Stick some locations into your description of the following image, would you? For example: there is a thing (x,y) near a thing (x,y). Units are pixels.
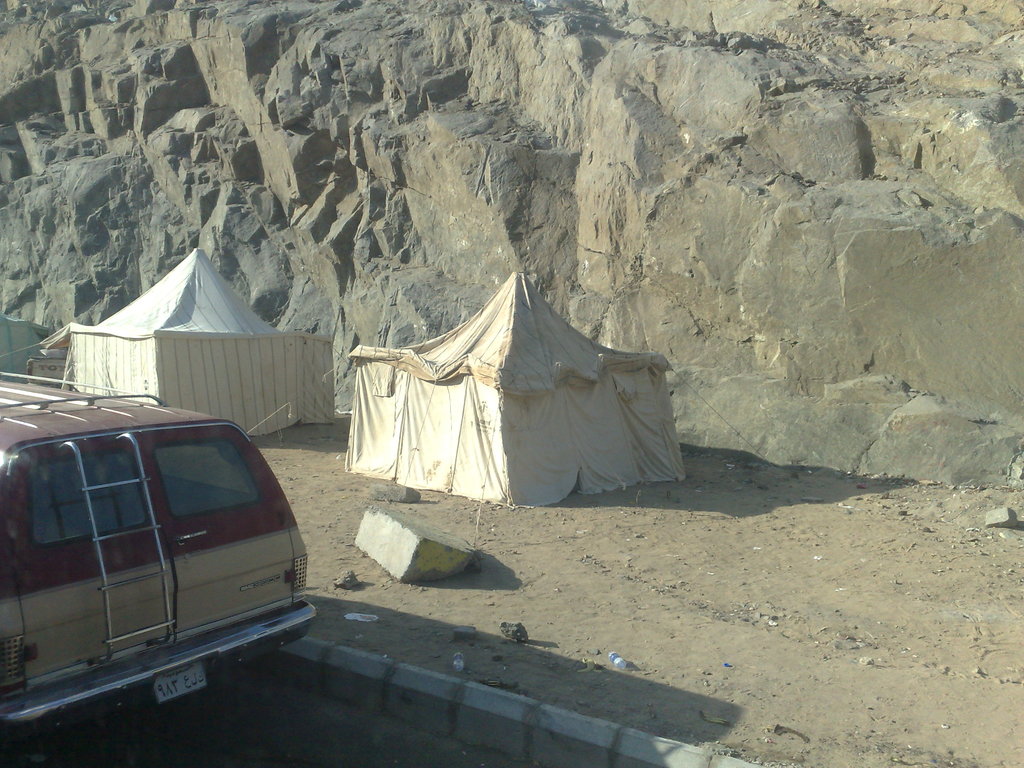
In the picture I can see two white color tent houses (318,368) and there is a vehicle (77,453) beside it in the left corner (95,492) and there is a rock mountain (349,99) in the background (376,39).
